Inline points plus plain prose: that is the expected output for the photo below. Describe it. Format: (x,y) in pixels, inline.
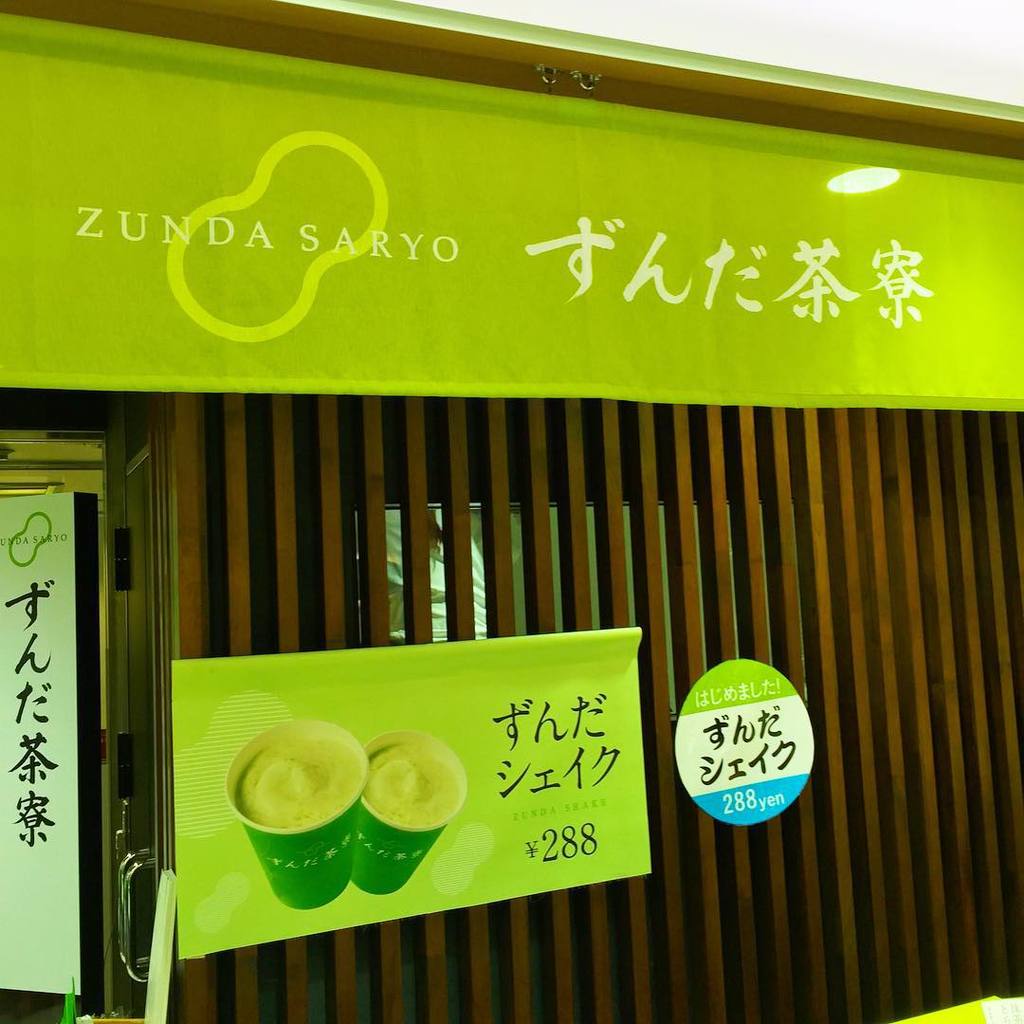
On this wooden grill (682,435) there we can hoardings (498,731) and sticker (775,733). On this banner (407,909) we can see cups (331,843).
